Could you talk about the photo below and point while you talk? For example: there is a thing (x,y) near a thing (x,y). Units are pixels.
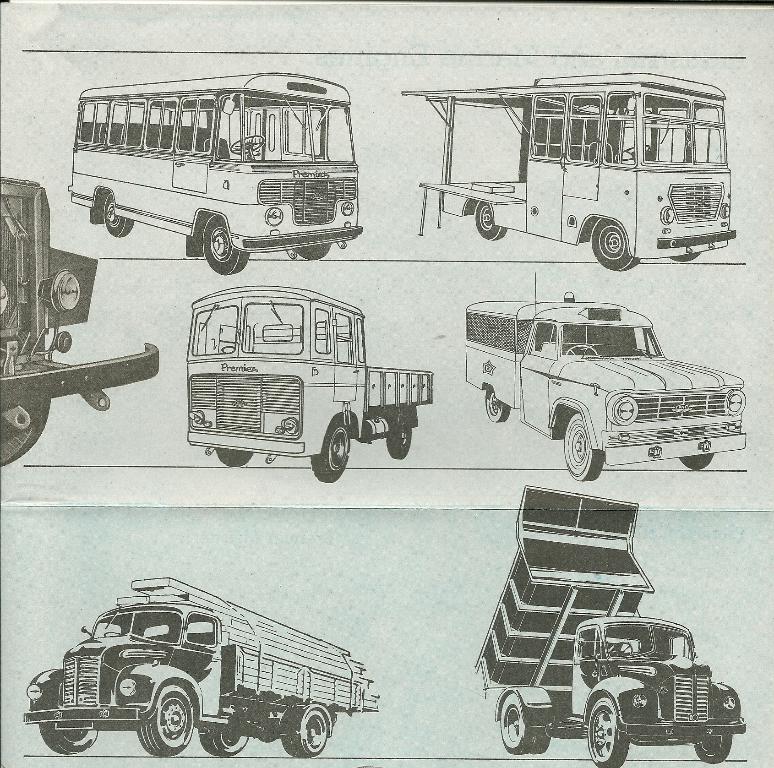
The picture consists of drawings (152,210) of vehicles (325,309) like bus (276,164), lorry (565,684) and truck (279,658).
